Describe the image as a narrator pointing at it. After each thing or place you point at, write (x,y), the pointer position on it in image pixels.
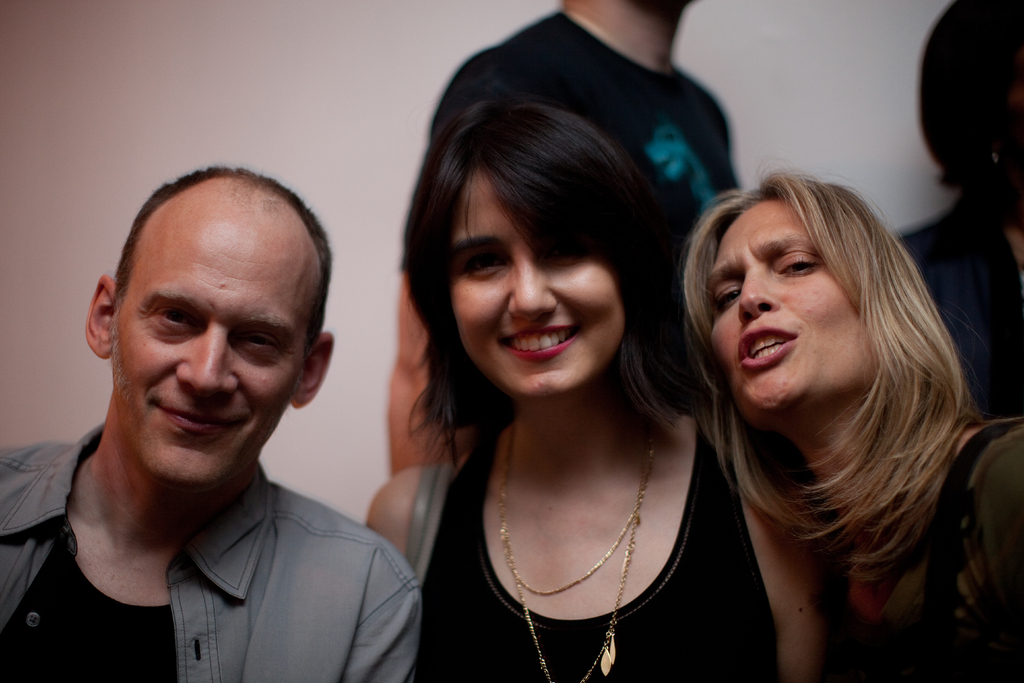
In this image I can see two women (564,173) and a man (276,582). I can see two other persons (651,77) behind them and I can see the white colored background (842,112).
